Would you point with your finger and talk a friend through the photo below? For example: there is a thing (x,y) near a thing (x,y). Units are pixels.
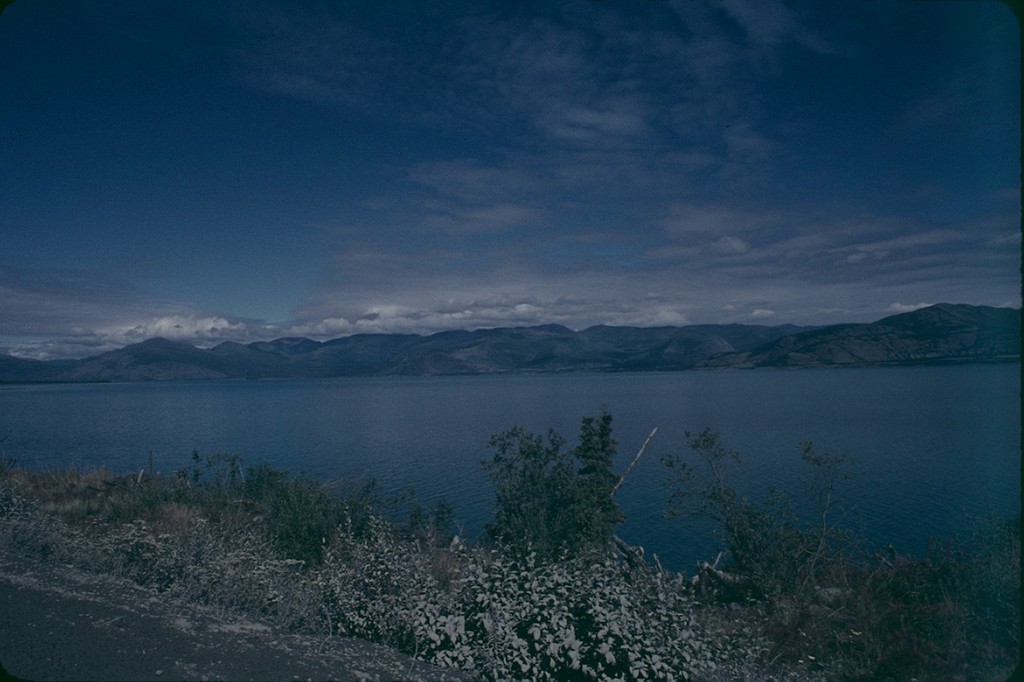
This is completely an outdoor picture. This is a freshwater river (724,444). Sky (591,167) is cloudy. The sky (393,247) is in blue color. Far there are mountains (561,358) and hills (230,358). Plants (577,524) are in green and white color. Water (1018,417) is in blue color.
